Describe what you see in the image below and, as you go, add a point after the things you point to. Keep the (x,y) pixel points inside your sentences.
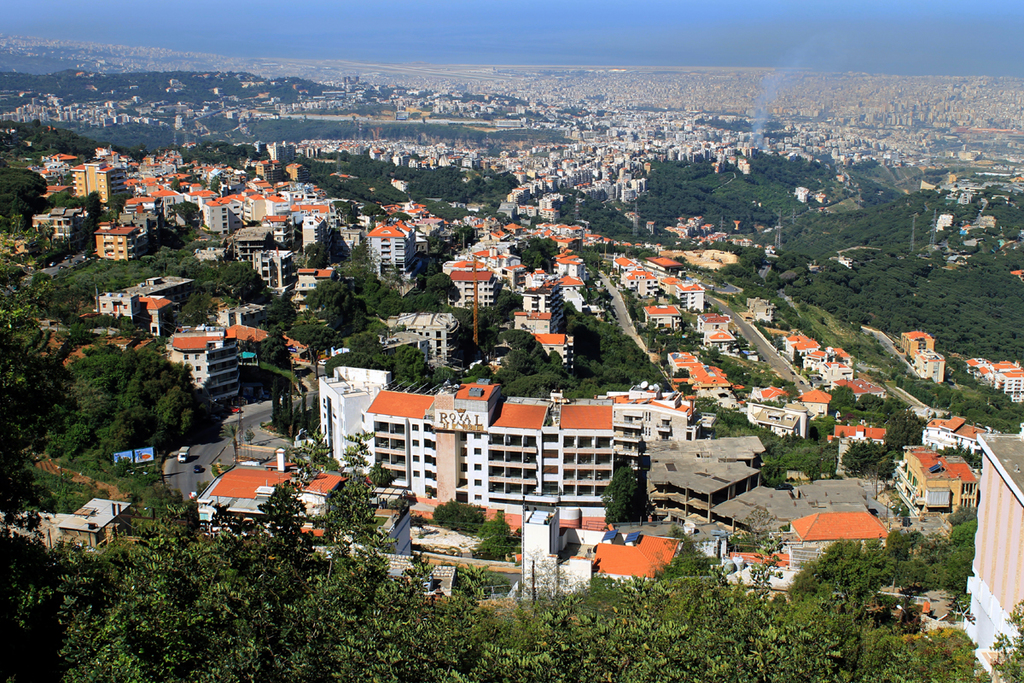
In this image we can see some trees (707,672), houses (272,264), buildings (283,255) and in the background of the image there is clear sky (390,60).
